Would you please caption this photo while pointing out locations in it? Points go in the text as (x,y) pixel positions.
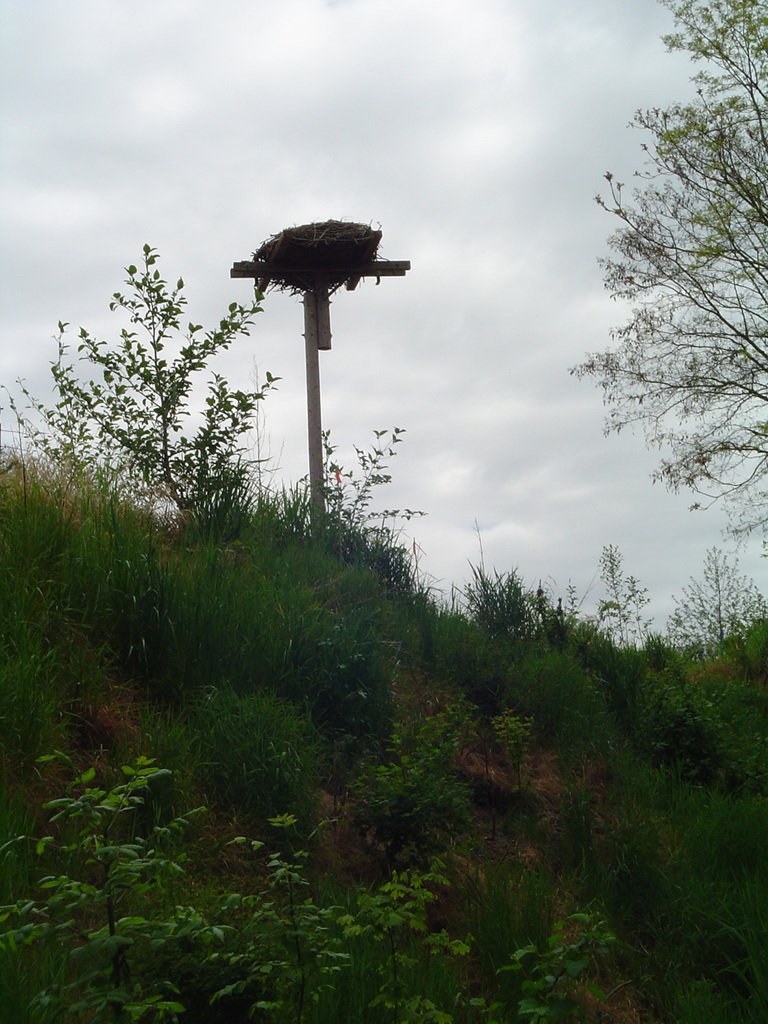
In the image there is a lot of grass (305,721) and some plants (213,440) and in between the grass (276,528) there is some wooden object (304,298), beside that there is a tree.
